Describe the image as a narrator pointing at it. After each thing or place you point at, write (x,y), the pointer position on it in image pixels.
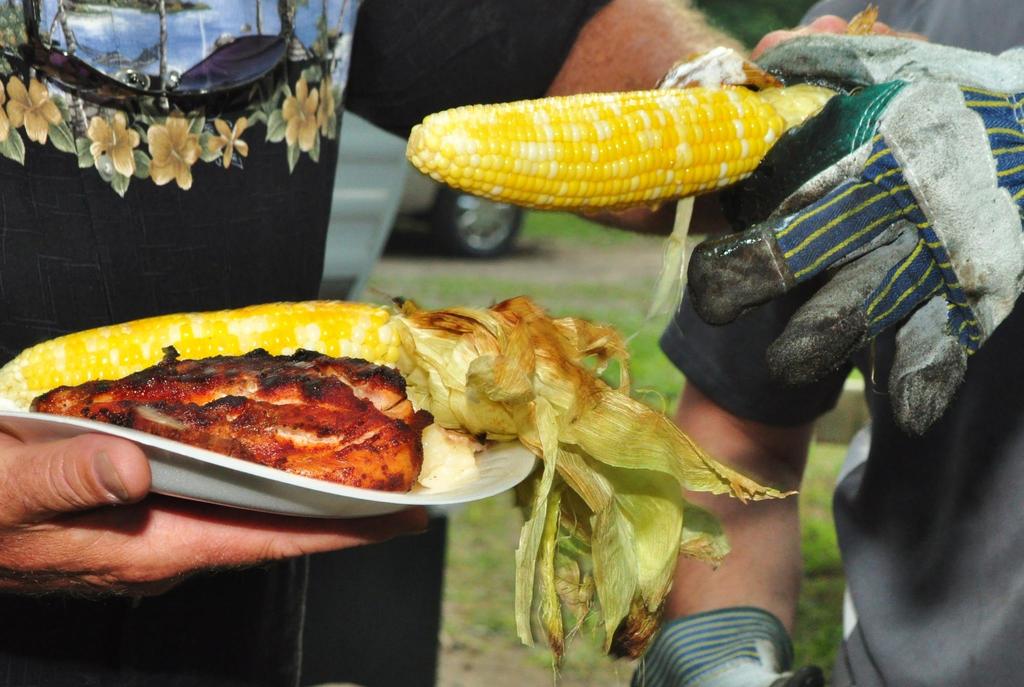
In this image we can see a man (122,194) standing and holding a plate (191,465) containing meat (374,417) and a corn (301,326). On the right (979,526) there is a person (976,385) holding a corn (752,150) and we can see a glove (909,207). In the background (496,208) there is a car (368,217).
